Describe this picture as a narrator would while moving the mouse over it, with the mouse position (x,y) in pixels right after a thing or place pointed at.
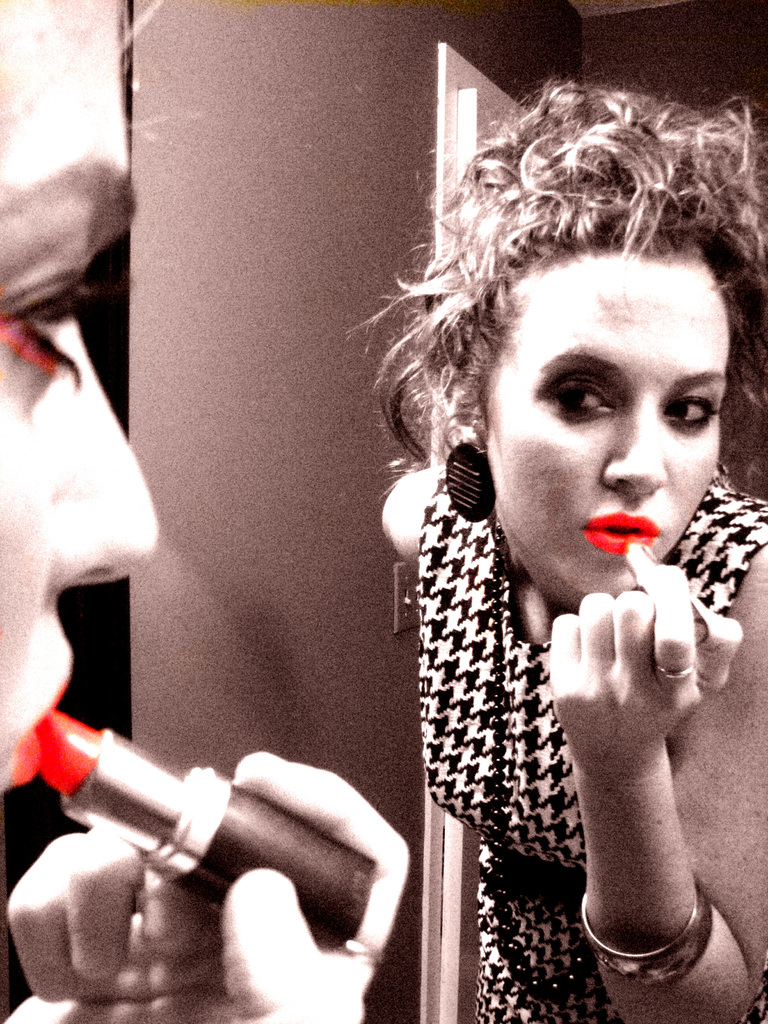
In this image, we can see a person (85,533) and her reflection (561,447). This person (261,924) is holding a lipstick (259,863) with her hand (163,961).
